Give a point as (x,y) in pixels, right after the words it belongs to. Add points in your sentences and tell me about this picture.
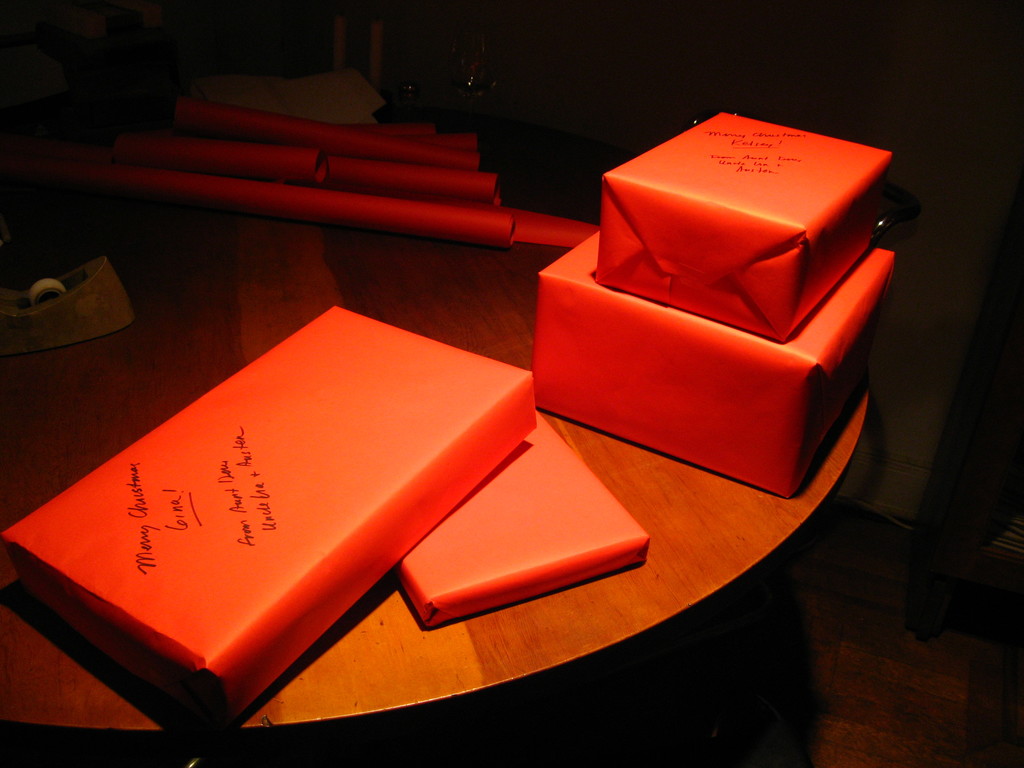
in this image there is one table (452,632) at left side of this image (92,323) and there is one object (114,308) kept on this table (134,265) is at left of this image (96,290) and there are some objects (293,394) kept on to this table (586,438) as we can see in middle of this image (554,430), and there is some text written on the object (232,443) which is at bottom left side of this image (165,617).
